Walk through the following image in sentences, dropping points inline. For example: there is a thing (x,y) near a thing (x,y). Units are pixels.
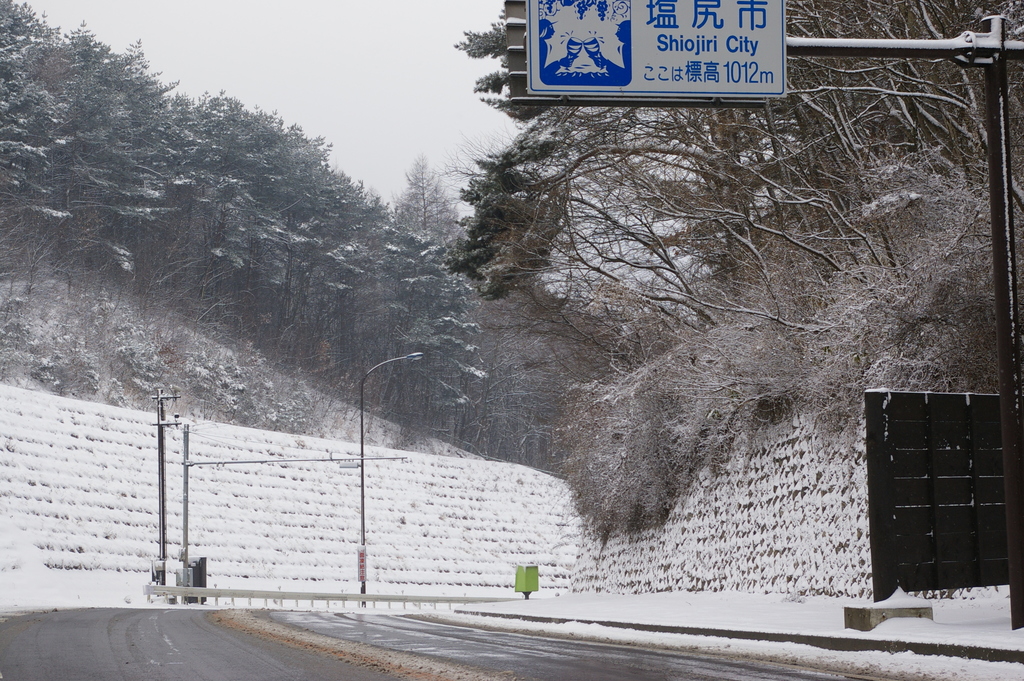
In this image in the center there are poles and in the background (277,303) there are trees (772,275). In the front (675,70) on the top (653,66) there is a board (652,61) with some text (690,76) written on it.
